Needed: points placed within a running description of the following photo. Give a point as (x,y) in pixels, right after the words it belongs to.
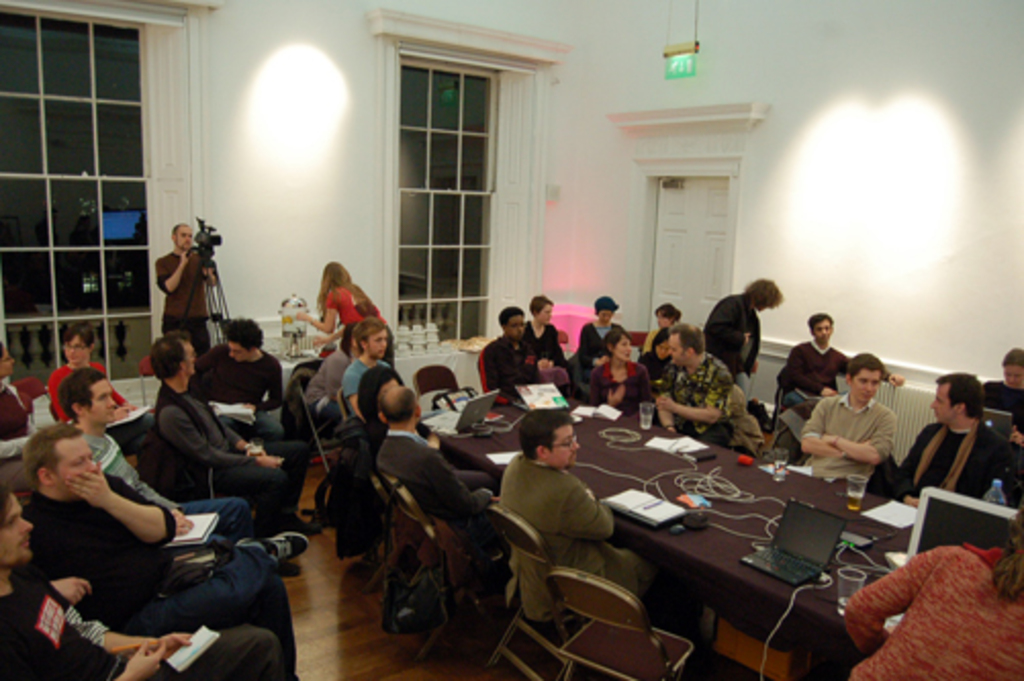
In this image we can see a few people (279,518), some of them are sitting and holding books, there is a table (755,487), on top of it, we can see some glasses (843,586), wires (697,480) connected to laptops (804,541), papers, and some other objects (683,501), we can see a person (190,280) handling a video camera (198,247), there are some bowls (401,345) and a container (287,318) on the other table (396,358), also we can see windows (449,219), doors (698,267), sign board (672,70).
